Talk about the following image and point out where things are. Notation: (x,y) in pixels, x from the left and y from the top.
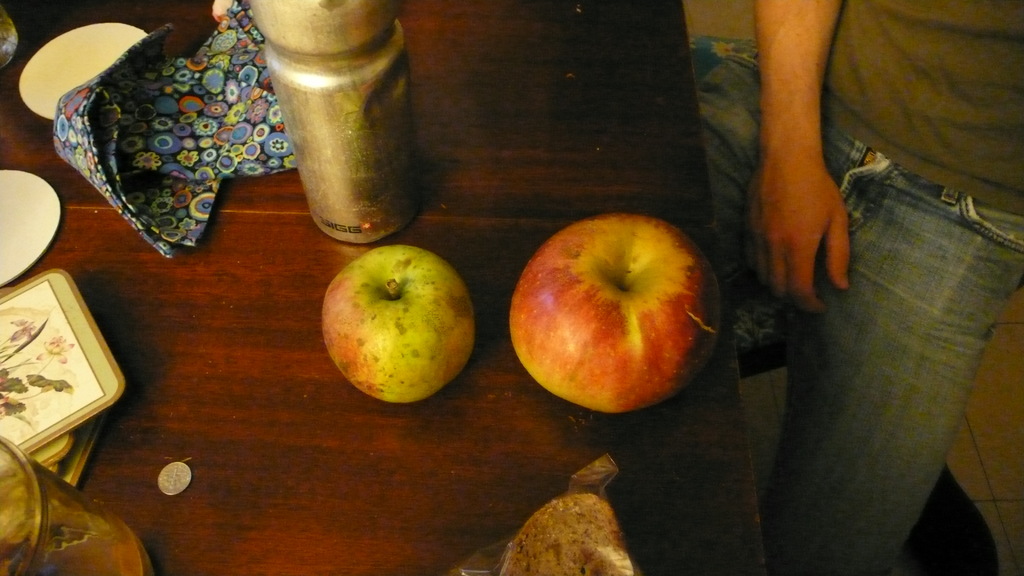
On a wooden table (694,218) we can see apples (381,293), plates (48,74), cloth (103,128), bottle (351,185), glass (87,545), a coin (167,489), far we can see a glass object (12,46). We can see the food (576,527) in a transparent packet (570,507). On the right side of the picture (953,132) we can see a man (992,183) and it seems like he is sitting. We can see the floor (1012,448).
